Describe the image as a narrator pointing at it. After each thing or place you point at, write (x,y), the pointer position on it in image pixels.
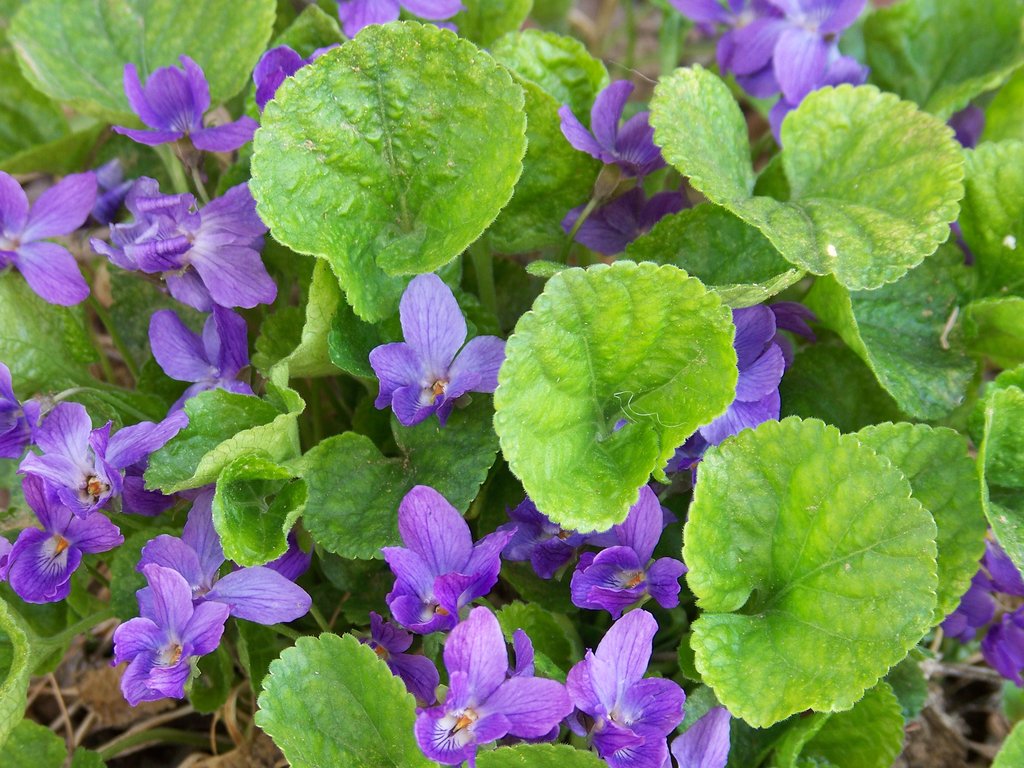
In this picture we can observe violet color flowers (448,386). There are green color leaves (425,205).
